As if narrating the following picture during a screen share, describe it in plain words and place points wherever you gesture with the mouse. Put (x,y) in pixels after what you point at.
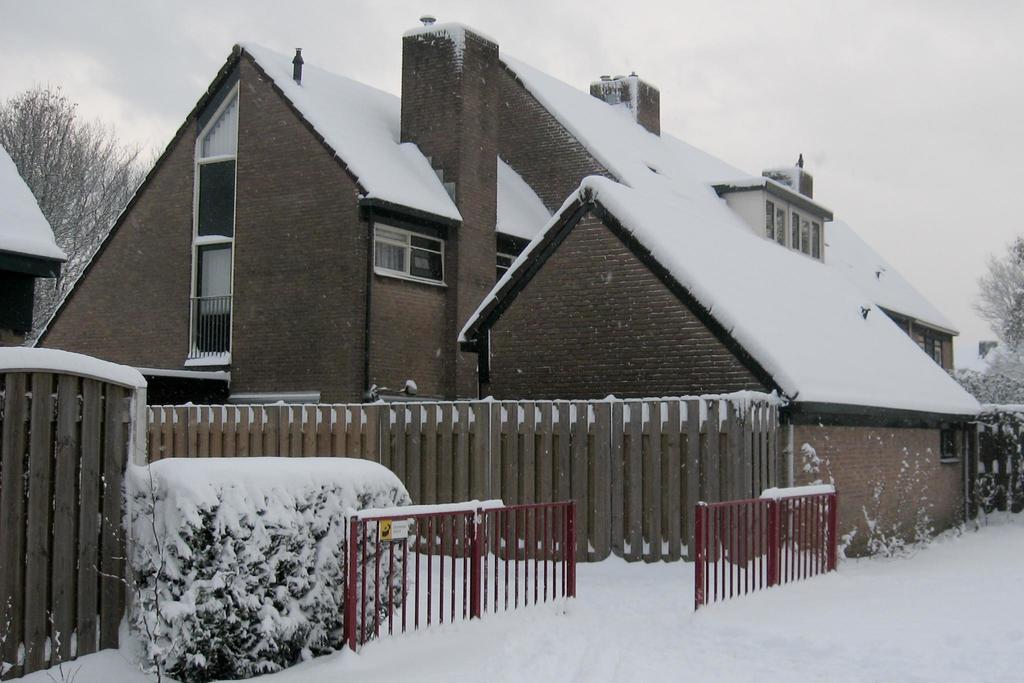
In this image there is a road (965,601), railing (453,575), planter (338,547) and wooden fencing (270,444), in the background (221,298) there are houses (684,333) trees (57,139) that are covered with snow (1009,515).
